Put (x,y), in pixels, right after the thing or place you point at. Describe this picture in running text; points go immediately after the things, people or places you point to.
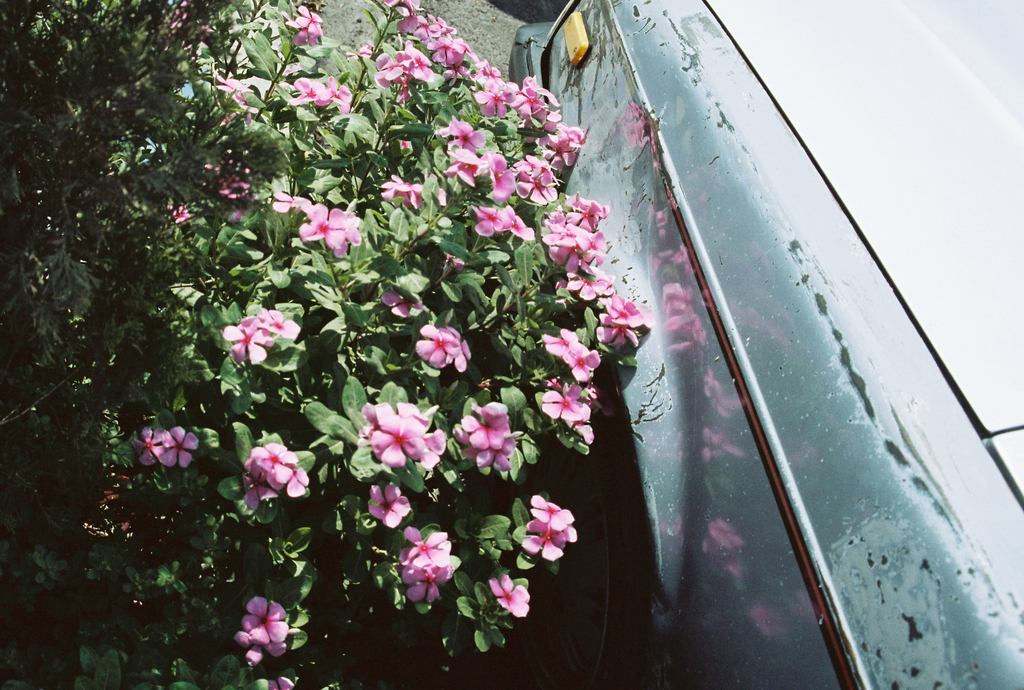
In this image we can see flowers (577,406), plants (595,277), and a vehicle (645,400).
